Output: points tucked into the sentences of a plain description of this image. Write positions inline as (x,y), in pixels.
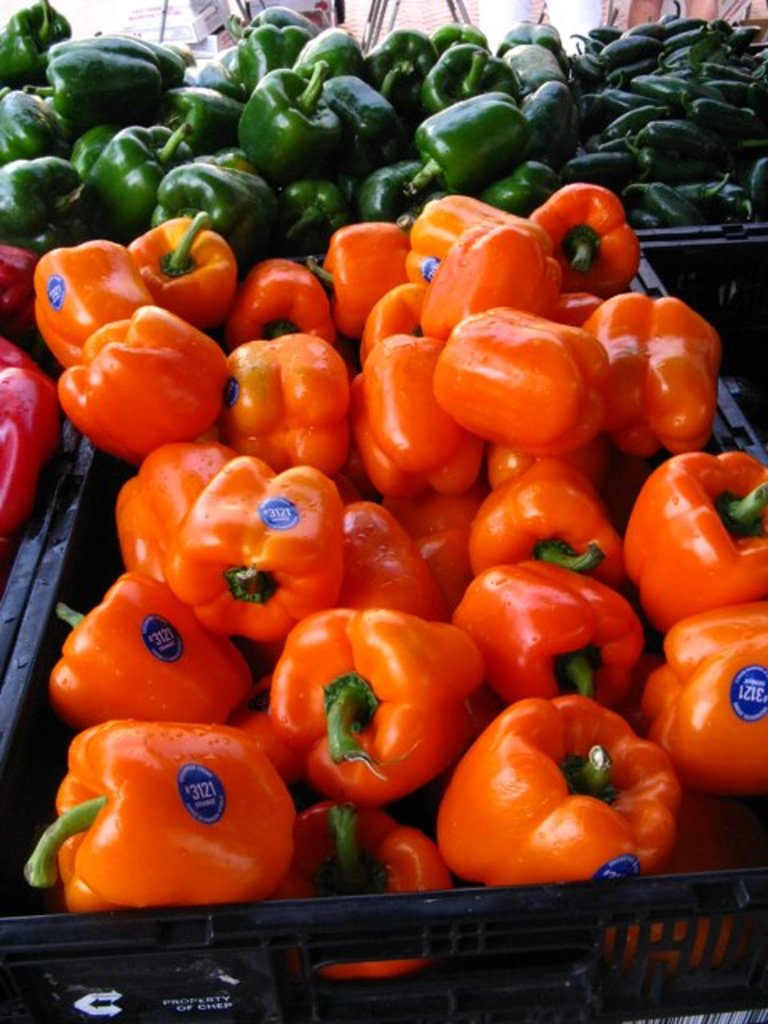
The picture consists of capsicums (481,212), chillies (639,69) and baskets (231,1016). At the top (214,14) there are boxes (223,4).
